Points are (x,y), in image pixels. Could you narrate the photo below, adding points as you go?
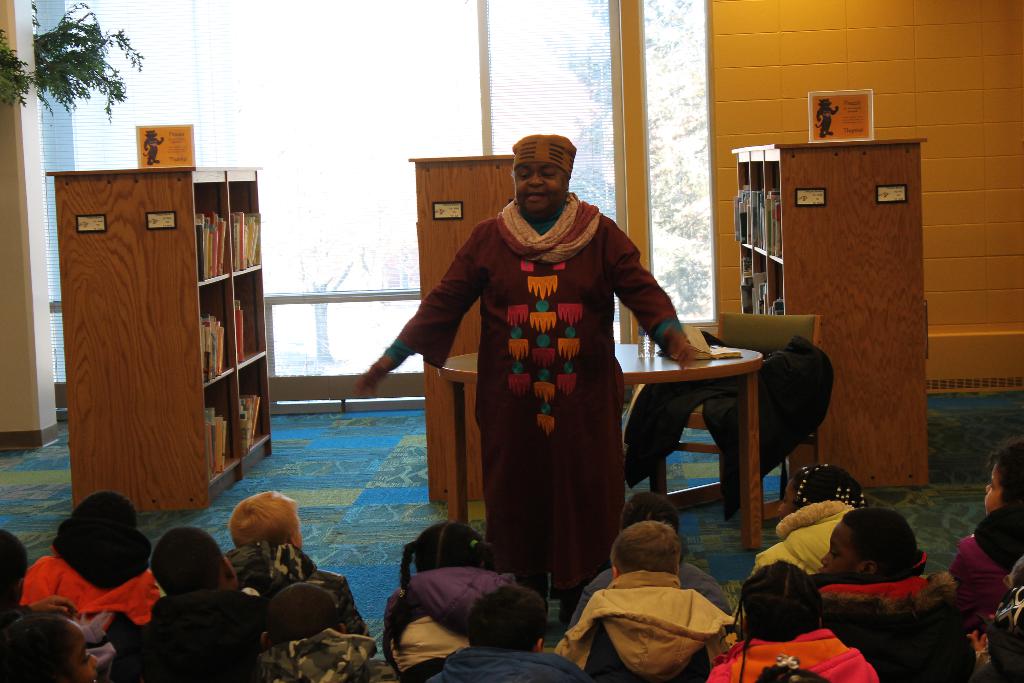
As we can see in the image there is a window (335,68), a woman (599,396) standing over here. Behind her there is a table (654,373) and there are three racks (820,242) and there are few people (944,615) sitting on floor (54,516).
